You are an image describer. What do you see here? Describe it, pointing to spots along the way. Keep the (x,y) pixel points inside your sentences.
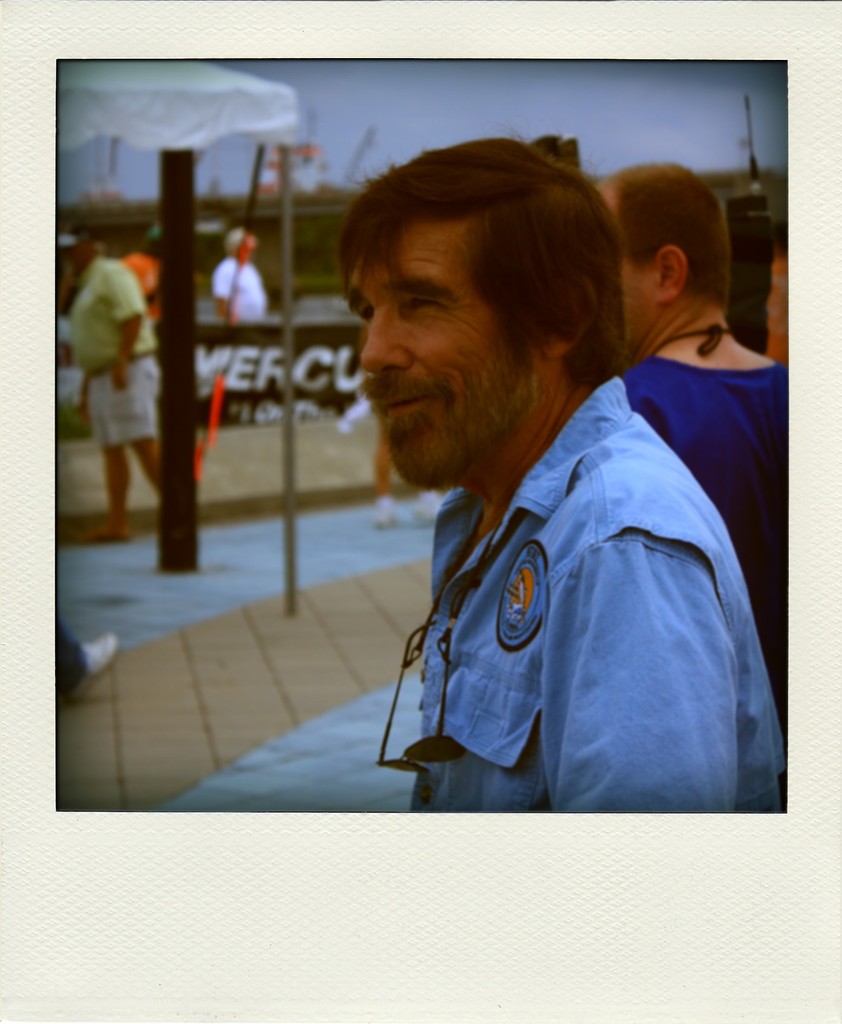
On the left side of the image (240,423) we can see a person (148,333) is standing and a board (255,418) is there. On the right side of the image (663,685) we can see a person (684,647) wearing blue color dress (591,732) and having specs (418,745).
